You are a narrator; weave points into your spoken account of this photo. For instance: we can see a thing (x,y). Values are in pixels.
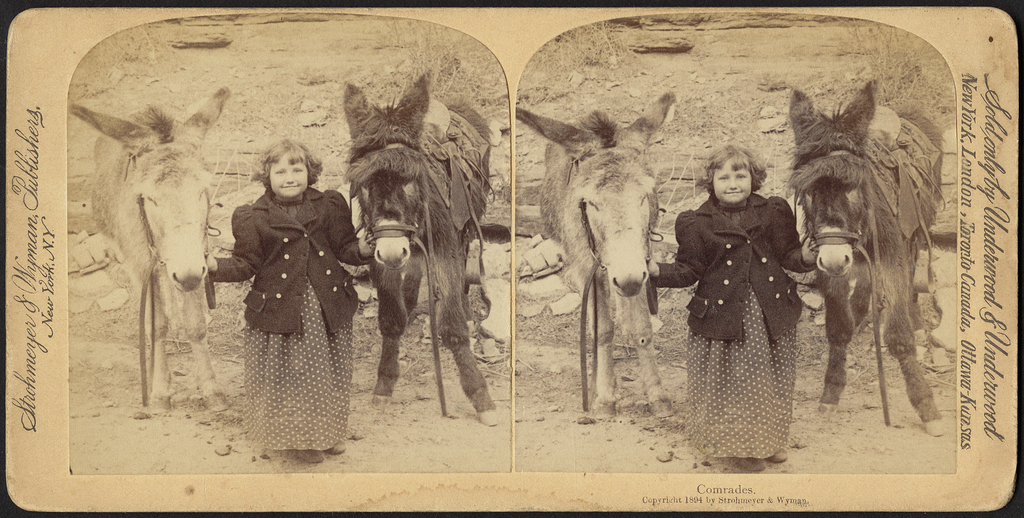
This picture seems to be an edited image. In the foreground (503,69) there is an object (931,39) which seems to be the poster (57,274) containing the text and the depictions (787,309). In the foreground (739,241) we can see the two people (325,329) standing on the ground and smiling and we can see the animals (432,205) standing on the ground (662,423). In the background (726,68) we can see the ground (264,82), dry stems (933,67), rocks (553,269) and some objects (469,152).
